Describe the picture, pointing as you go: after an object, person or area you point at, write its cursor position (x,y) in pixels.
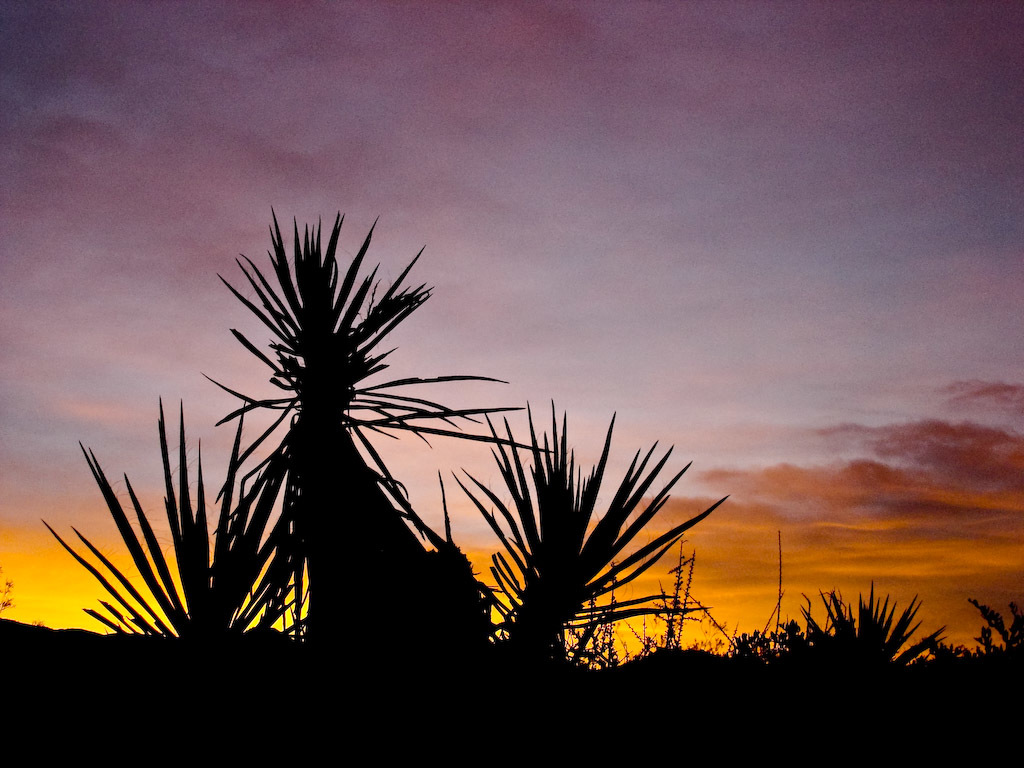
To the bottom of the image (325,560) there are trees (557,620) in black color. Behind them in the background (203,313) there is a sky (560,195) with purple and yellow color.
